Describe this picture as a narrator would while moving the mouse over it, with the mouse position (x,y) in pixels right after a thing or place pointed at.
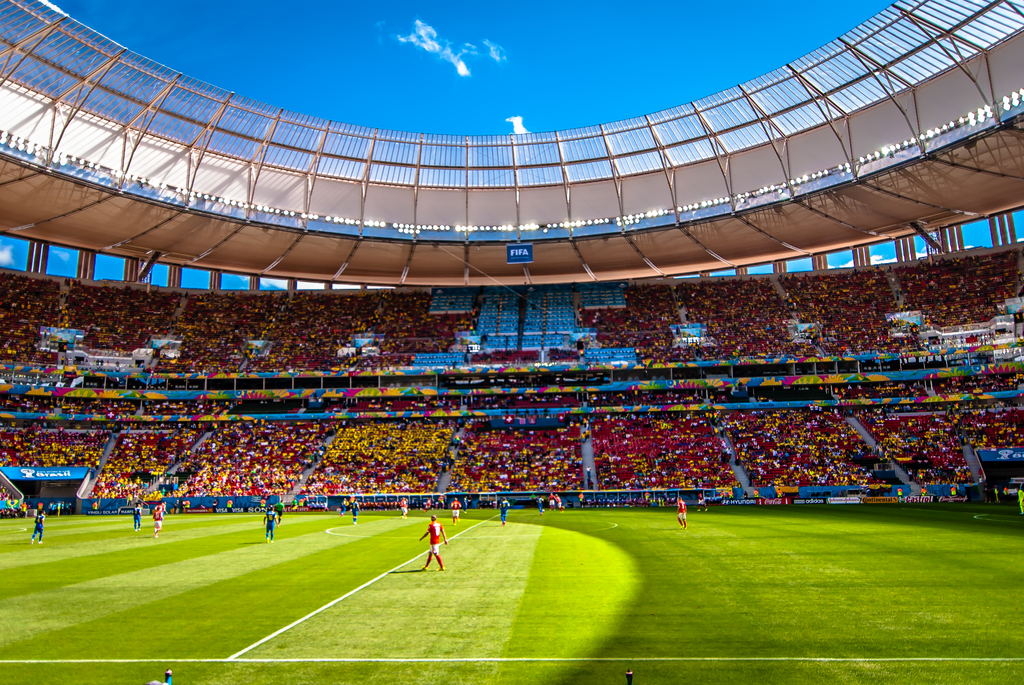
In the image I can see a stadium (429,386). I can also see people (403,505) on the ground (331,560) and a group of people (168,426) are sitting on chairs (313,340), the sky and some other objects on the ground (392,596). I can see the grass (477,593) and white lines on the ground (352,554).
